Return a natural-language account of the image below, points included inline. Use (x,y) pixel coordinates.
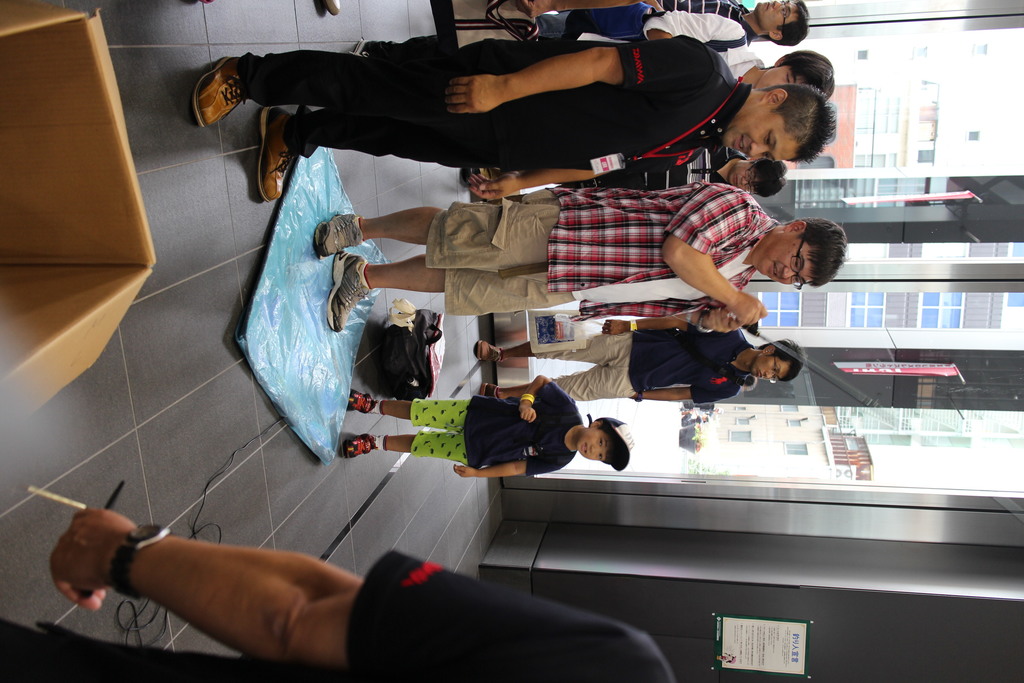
In this room (223,315) there are many people (357,616). Here there is a kid (468,408). On the ground (372,366) there are mat (327,370), bag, carton (86,268), wire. In the background (919,167) there is a glass wall (903,301). Through the glass wall (933,443) we can see outside there are buildings (911,436).
